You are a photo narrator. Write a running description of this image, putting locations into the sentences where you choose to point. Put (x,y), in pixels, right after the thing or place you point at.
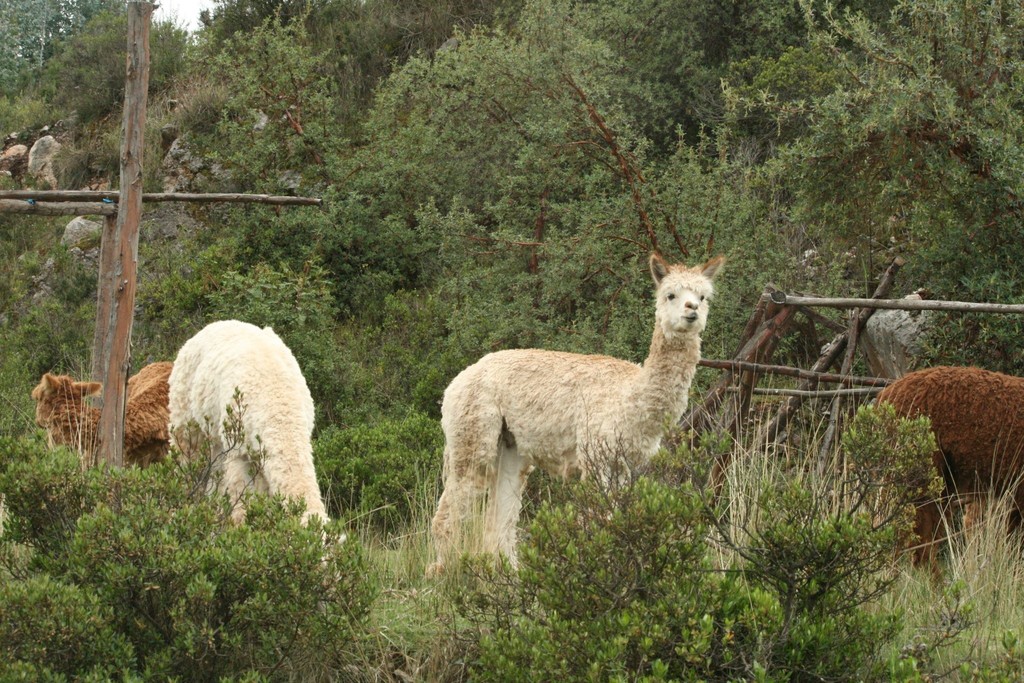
In this image we can see few animals (963,412). There are few rocks (882,358) in the image. There are few objects (771,369) in the image. There are many trees (511,186) and plants (423,588) in the image.
